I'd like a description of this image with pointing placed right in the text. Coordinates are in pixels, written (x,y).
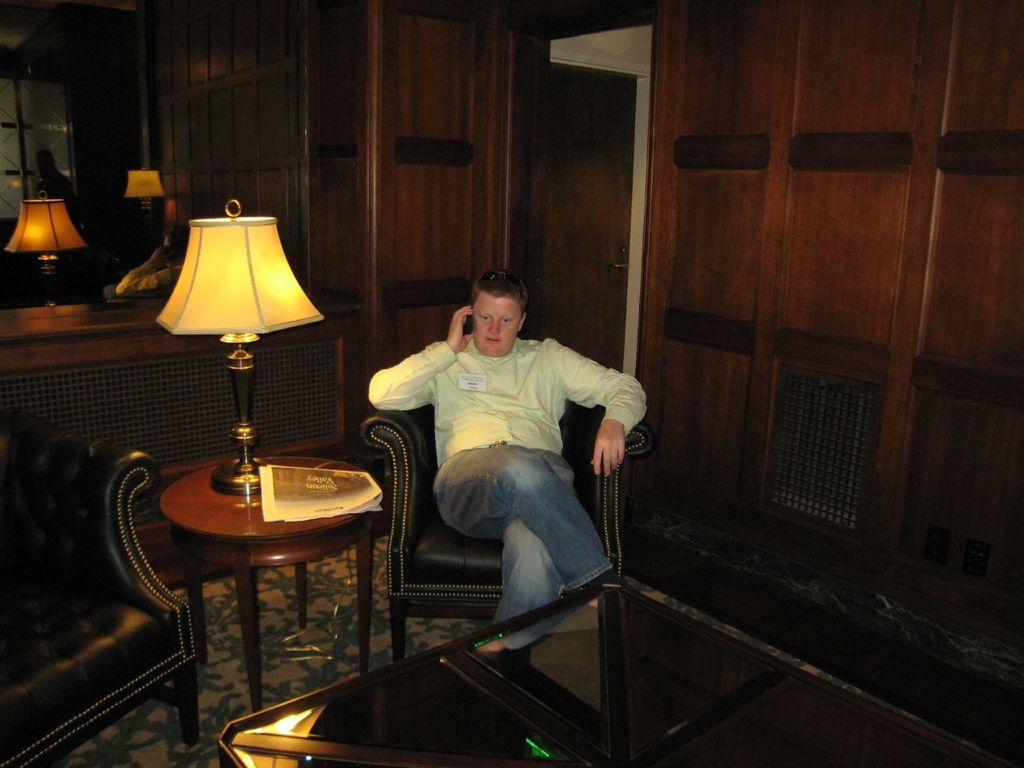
In this picture we can see man (462,466) sitting on chair (586,454) and talking on phone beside to him there is table (250,533) and on table (262,522) we can see papers (287,483), lamp (267,284) and in background (743,369) we can see door (590,231), wall (335,78), light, mirror (120,147).
